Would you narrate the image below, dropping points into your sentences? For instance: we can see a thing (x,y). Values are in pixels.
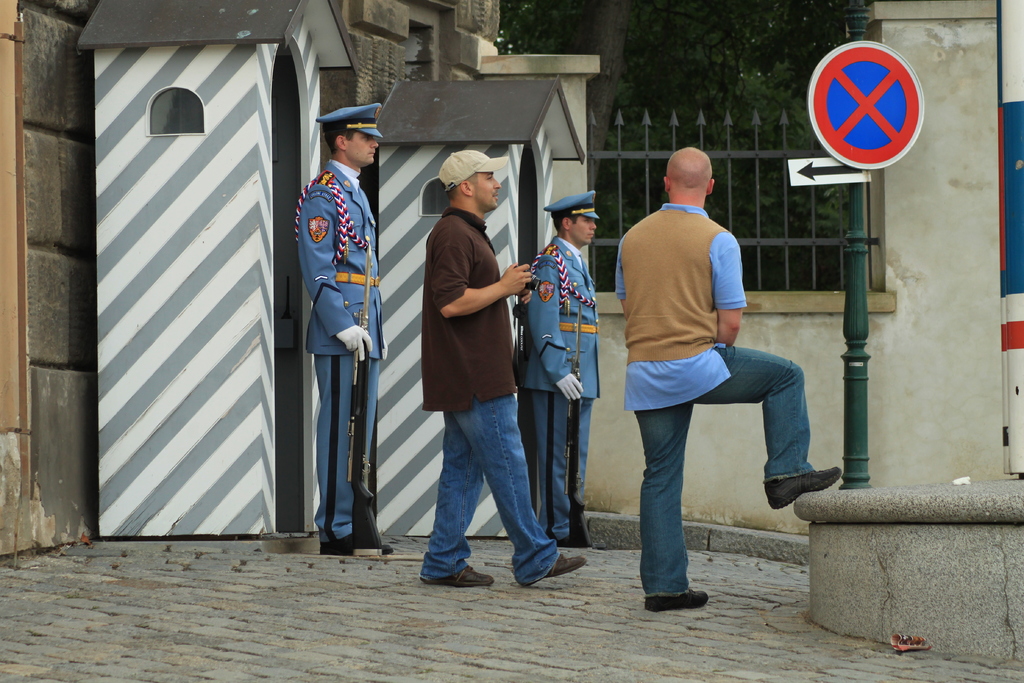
In the foreground of this image (497,316), there are four men (466,433) standing on the ground (526,613) and we can also see sign board (877,130), railing (729,138), two wooden huts (441,105), wall (393,34), and tree (652,44) in this image.
